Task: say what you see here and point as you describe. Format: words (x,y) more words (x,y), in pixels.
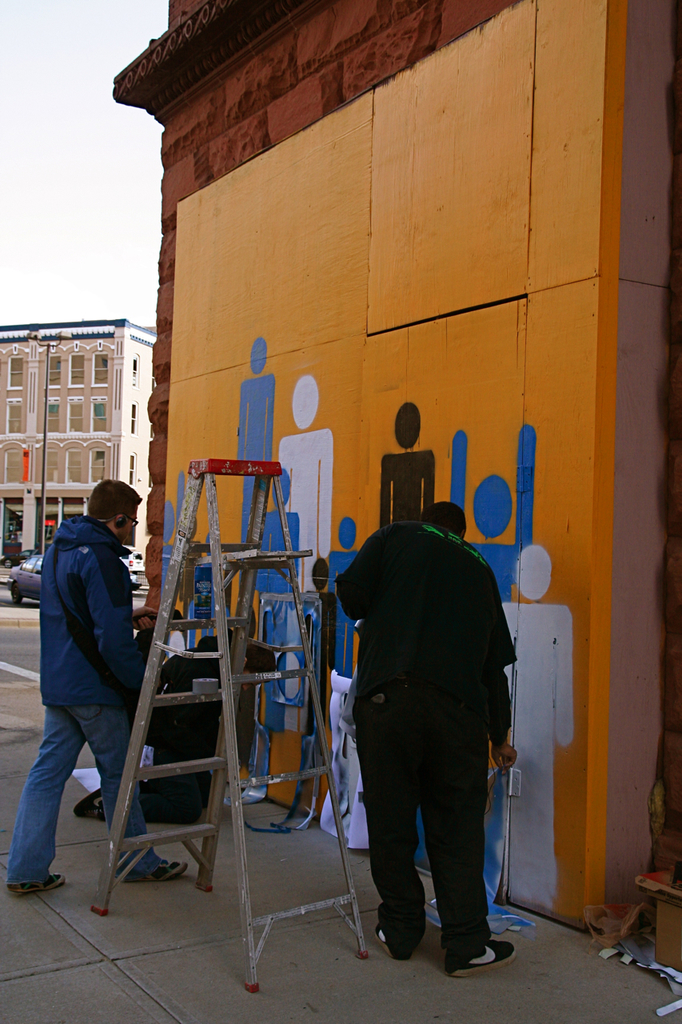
In this picture we can see a ladder (237,636) and two people (123,618) standing on the path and in front of the people (420,556) there is a wall (330,299) with a painting (362,433). Behind the people (65,600) there is a vehicle (25,587) on the road (24,601), pole (44,542), building (55,390) and a sky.
